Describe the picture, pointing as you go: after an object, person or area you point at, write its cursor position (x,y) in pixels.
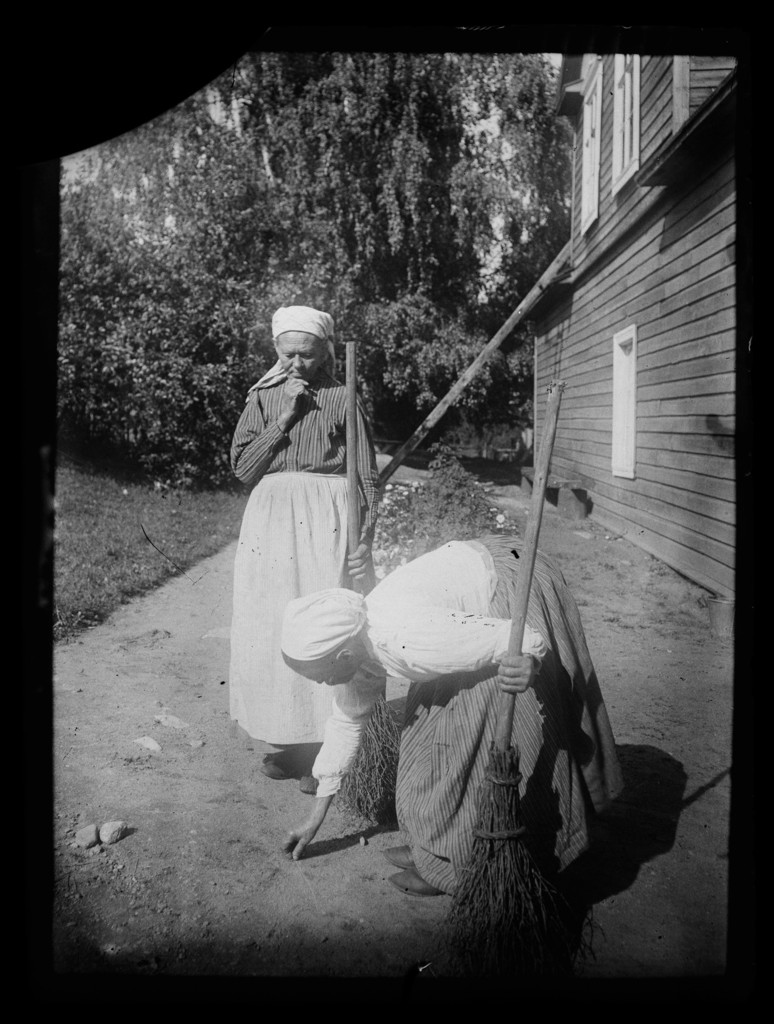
It is a black and white image, there are two women (293,596) and the second woman (366,614) is picking something from the ground (348,834) and behind them there are few trees (401,218) and beside the trees (562,219) there is a wooden house (628,298).
